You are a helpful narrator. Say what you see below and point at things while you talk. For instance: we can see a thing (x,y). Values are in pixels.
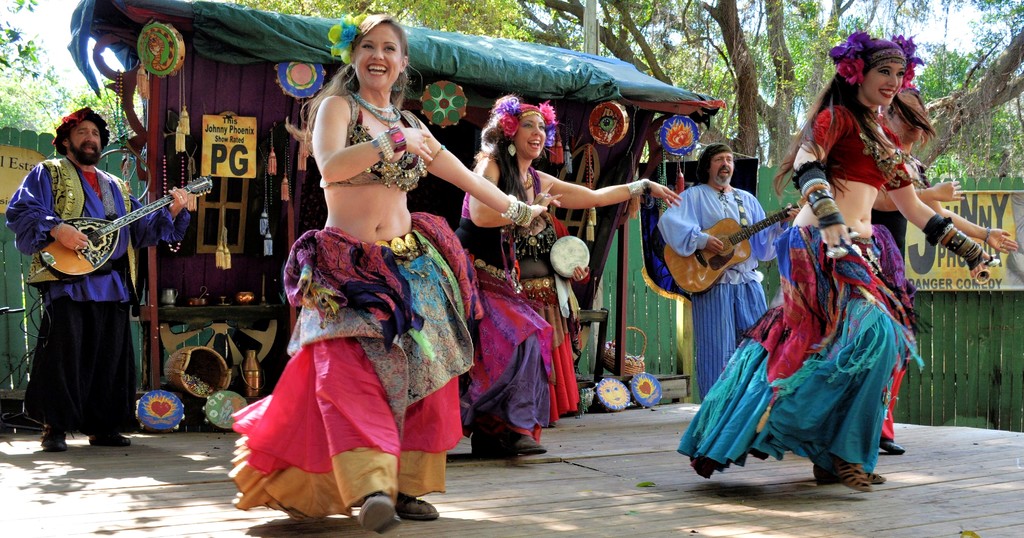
These three women (503,262) are dancing as there is a movement in their hands (830,229) and legs (349,440). Far there are number of trees (731,3). These two persons (136,249) are playing a guitar (698,273). This is a shed (228,65) with window (222,210). On this table (211,312) there are things (248,297). On floor (196,466) there is a musical instrument (175,409) and container (199,364). This is fence (942,360) in green color. On this fence (979,313) there is a banner (938,266). These woman's (926,199) holds a smile (378,73) and wear flowers (839,68).
